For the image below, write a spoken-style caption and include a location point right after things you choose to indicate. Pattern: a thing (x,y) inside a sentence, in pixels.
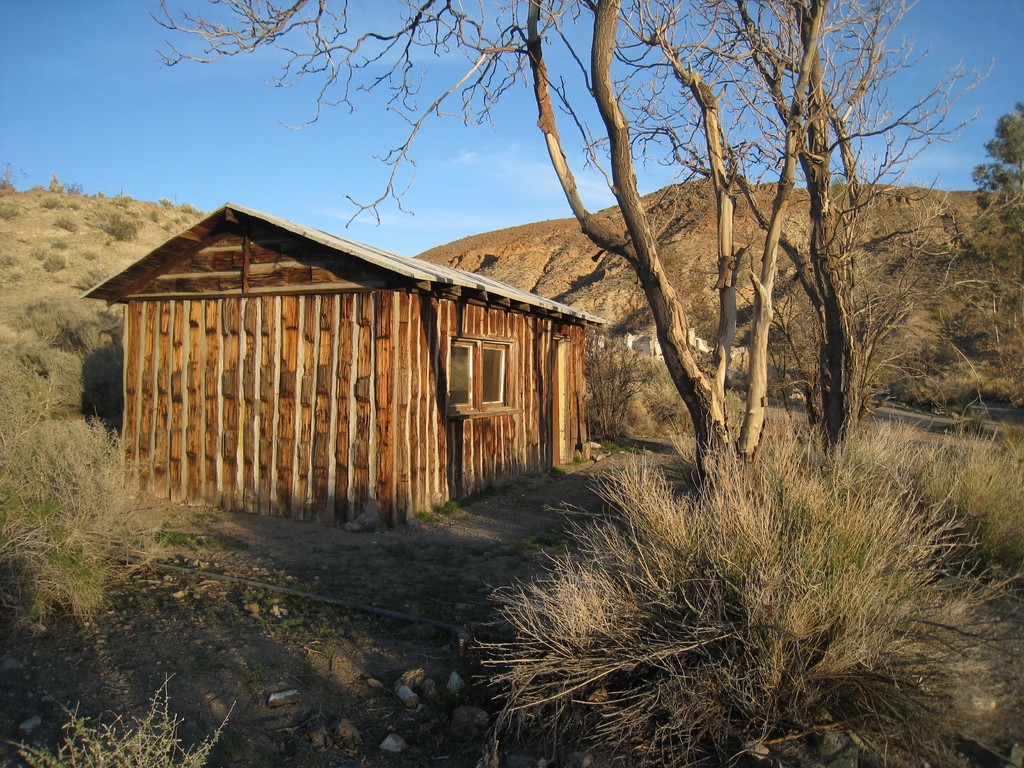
In this picture I can see a house (373,418), there are plants (826,608), grass (812,611), there are trees (1021,289), hills (438,247), and in the background (497,138) there is the sky (487,102).
